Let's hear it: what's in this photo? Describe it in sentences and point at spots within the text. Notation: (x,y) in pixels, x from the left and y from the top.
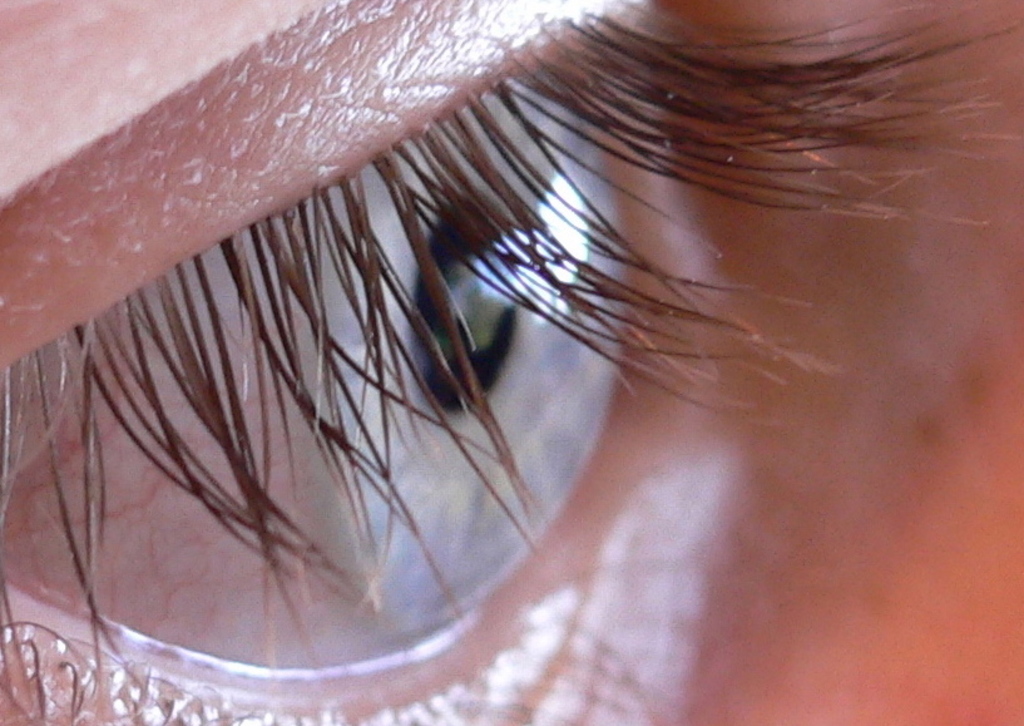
In this picture we can see a person's eye (335,640) and in the background (758,386) it is blurry.
